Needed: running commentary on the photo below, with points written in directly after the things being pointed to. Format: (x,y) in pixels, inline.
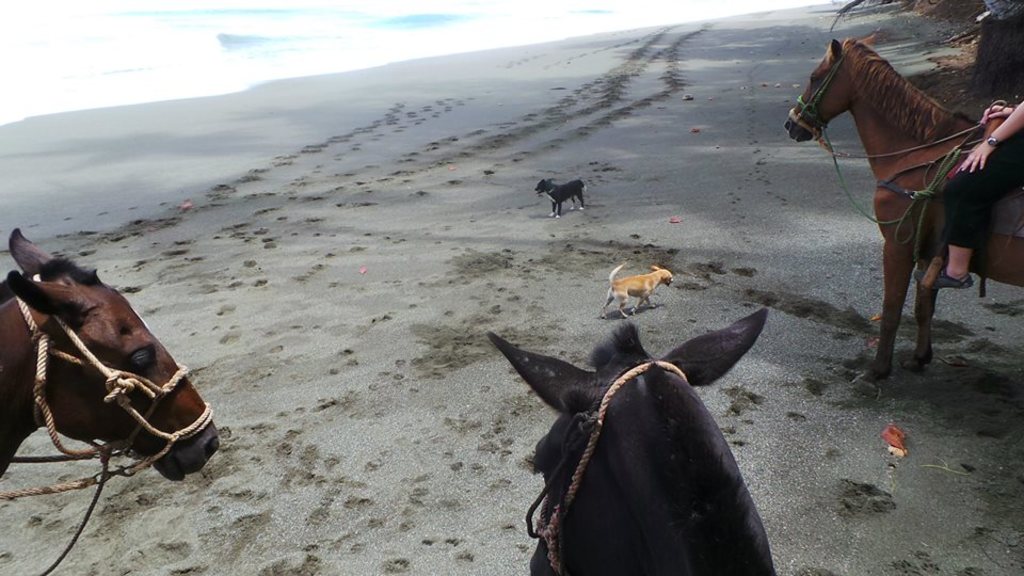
In this image we can see three horses (668,417) and two dogs (541,189) on the surface of the sand (436,175), there is a person (961,188) sitting on one of the horses (735,343). In the background of the image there is water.
